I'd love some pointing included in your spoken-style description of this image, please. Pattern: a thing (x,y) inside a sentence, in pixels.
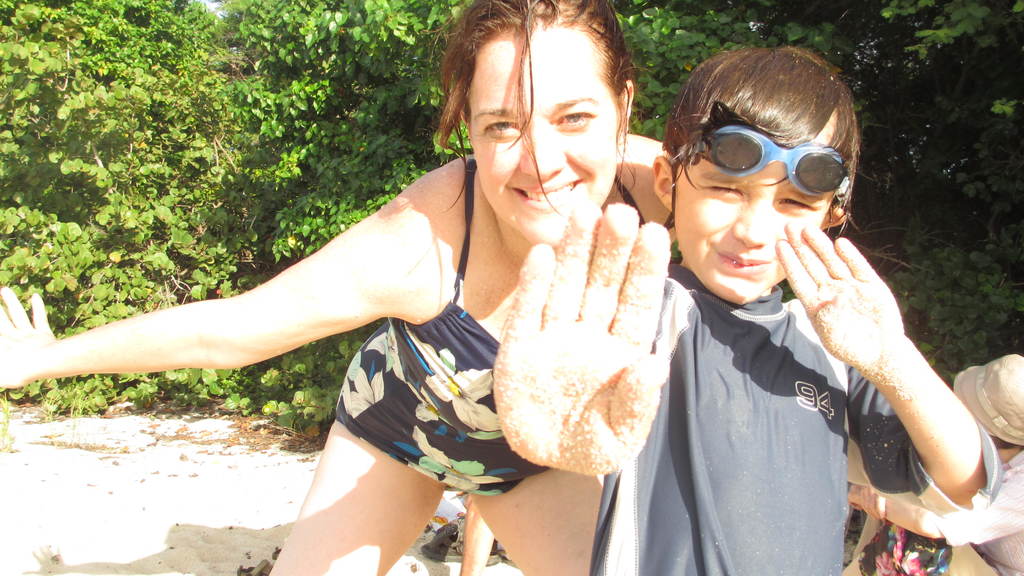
In the center of the image (419,209) there is a lady (489,397) standing, before her there is a boy (808,287) wearing goggles (790,172). In the background (310,226) there are trees (981,280). At the bottom (242,533) there is sand (122,463). On the right (979,526) we can see a person (967,537) sitting.
